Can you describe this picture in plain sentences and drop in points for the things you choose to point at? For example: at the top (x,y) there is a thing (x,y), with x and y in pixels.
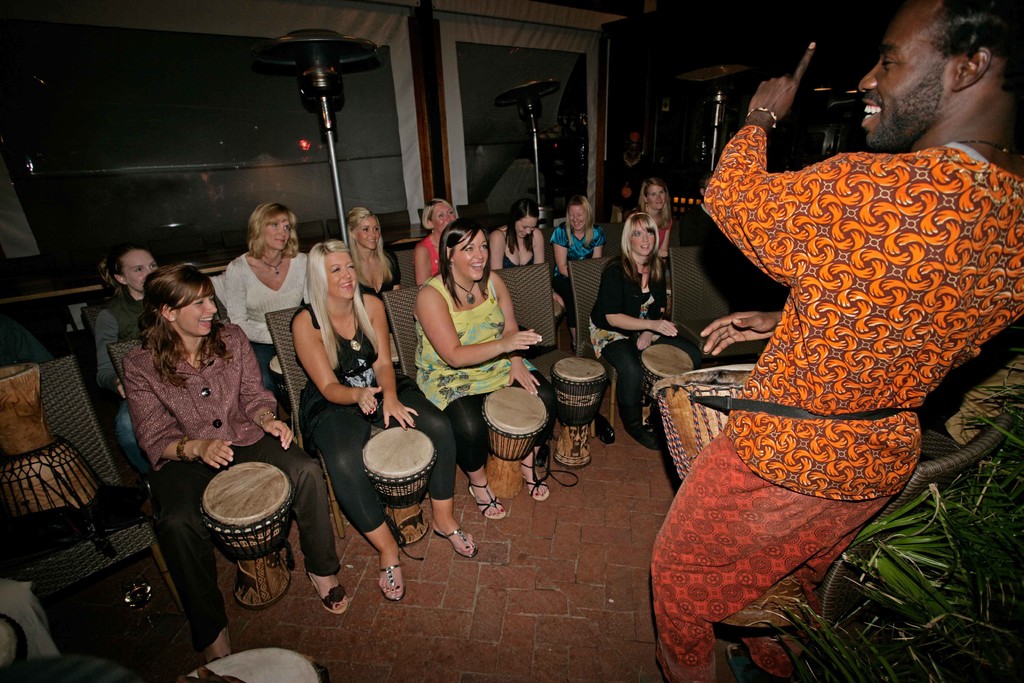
In this image there are group of woman (202,366) who are sitting on the chairs (533,317) is listening to the man (767,425) who is in front of them. All the women (461,310) are holding the drums (594,398). At the back side (170,141) there is a curtain (168,141). To the right side (966,553) there are small leaves (946,545).
